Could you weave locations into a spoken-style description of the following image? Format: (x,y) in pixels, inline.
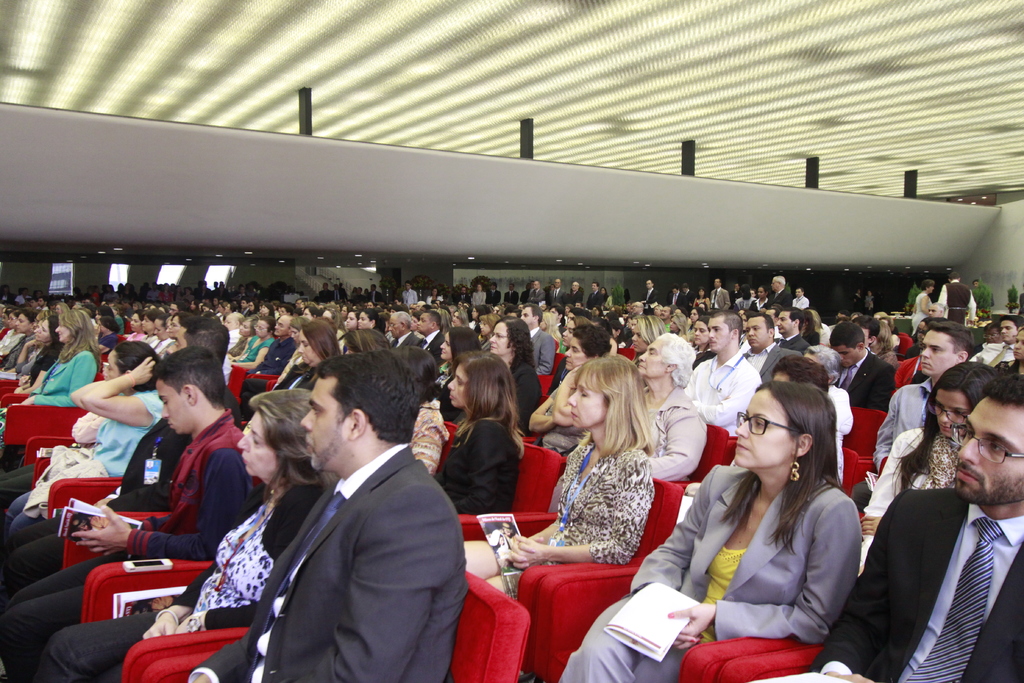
In this picture we can see some people (184,474) sitting on chairs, these two persons (651,551) are holding books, in the background (684,289) there are some people (545,295) standing, we can see ceiling (743,123) at the top of the picture (727,116).
